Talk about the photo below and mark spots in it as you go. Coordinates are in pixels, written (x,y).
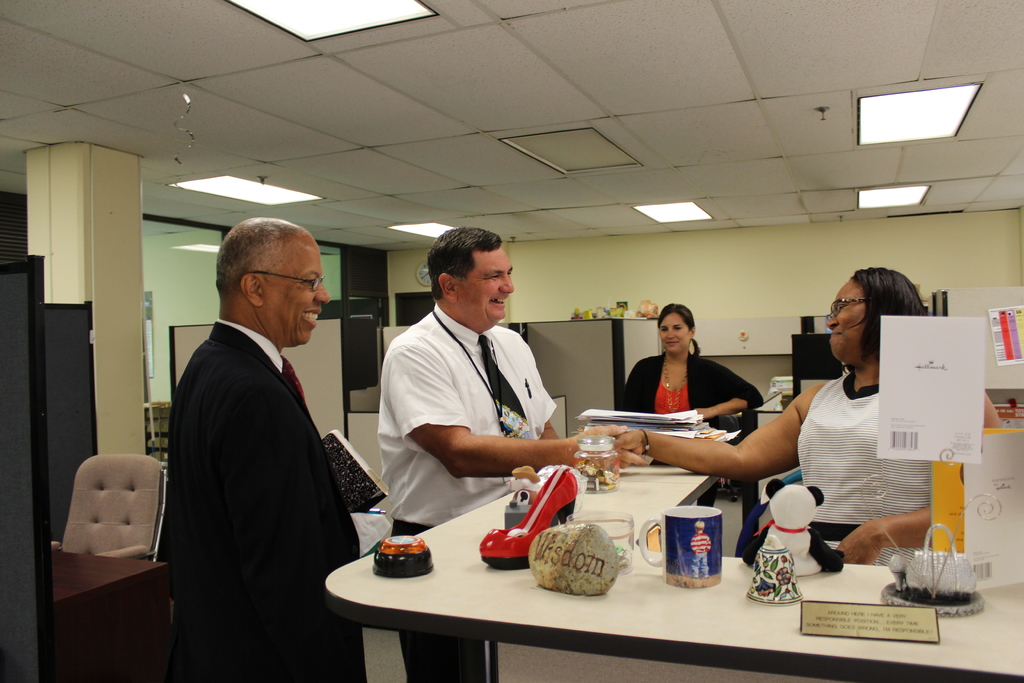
In this image we can see two women (678,383) and two men (394,474). One man (320,470) is wearing black color coat (210,674) and the other man (442,436) is wearing white color shirt (466,412). One woman (868,504) is wearing white color dress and the other one is wearing black and orange color dress (679,399). In front of them table (468,581) is there. On table (477,599) so many things (634,418) are present. Left bottom of the image (89,571) table (104,564) and chair (96,550) are present. Background of the image (788,279) wall (703,292) is there. The roof (655,121) is in white color.
